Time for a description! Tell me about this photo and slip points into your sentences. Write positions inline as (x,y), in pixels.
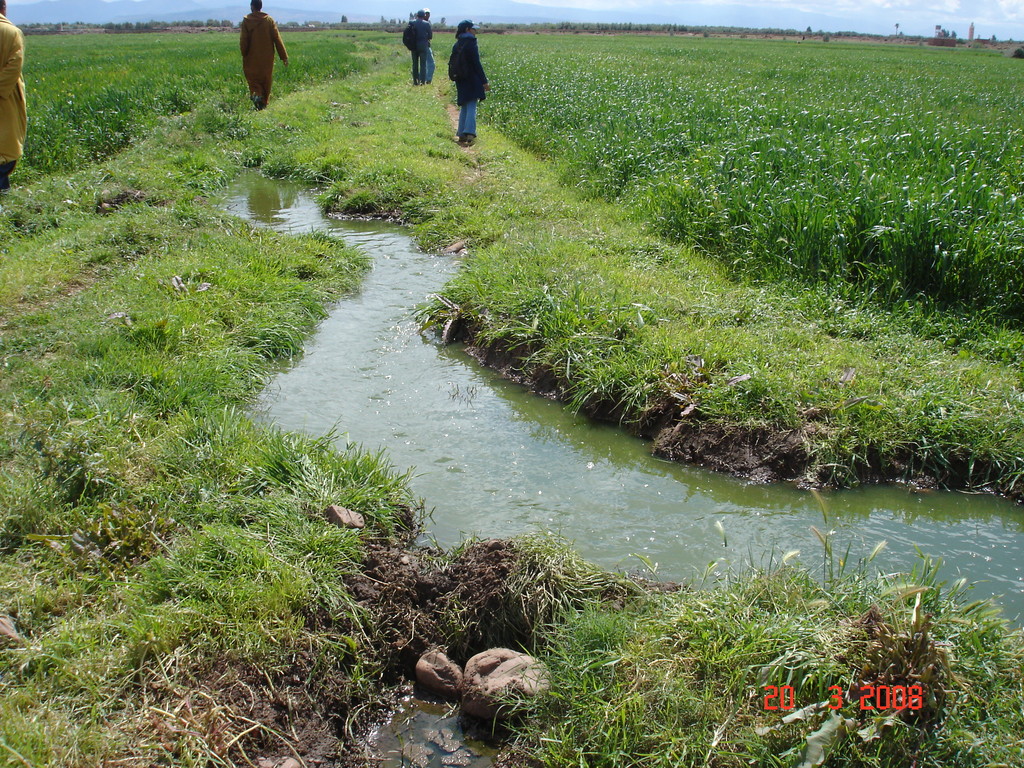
In the image there is a land (630,316) covered with a lot of grass (176,147) and there are few people (464,102) standing on that grass (520,273), behind them there is a small channel (347,313) and the water (342,392) is flowing through that channel (537,499).
